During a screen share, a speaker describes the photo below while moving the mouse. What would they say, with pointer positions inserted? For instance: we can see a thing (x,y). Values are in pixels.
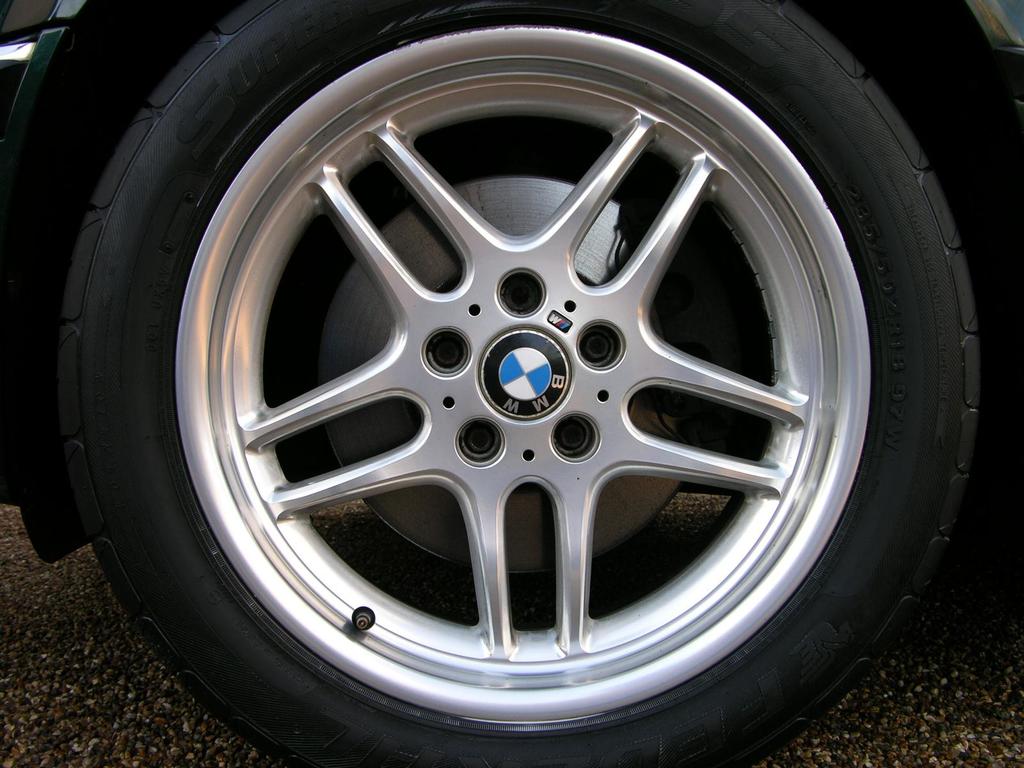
In this image we can see car wheel (551,677).
